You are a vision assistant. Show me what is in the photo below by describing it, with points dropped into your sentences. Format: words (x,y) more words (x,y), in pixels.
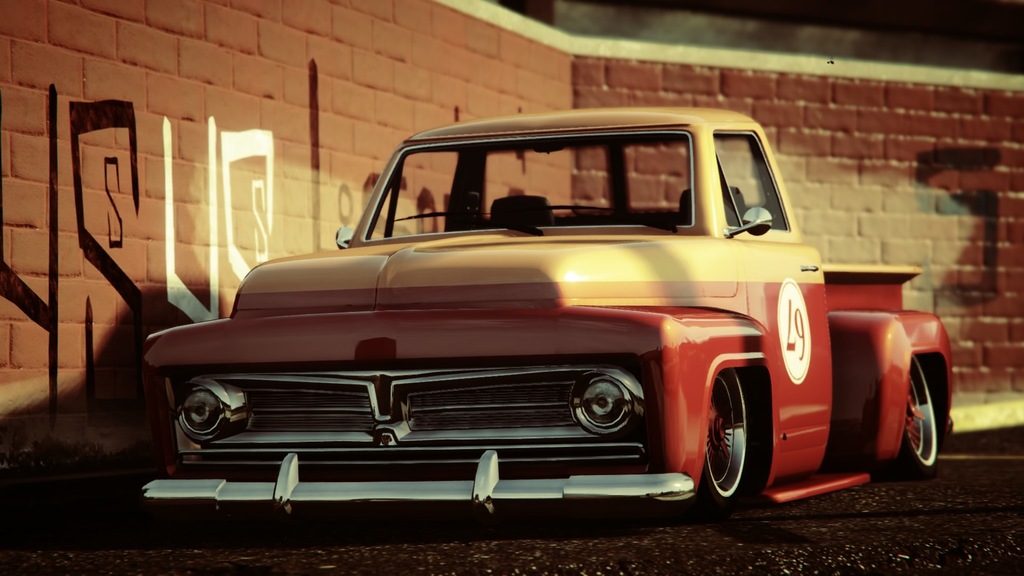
In this image we can see a vehicle (258,269) on the ground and in the background (306,241), we can see the wall (98,407).
